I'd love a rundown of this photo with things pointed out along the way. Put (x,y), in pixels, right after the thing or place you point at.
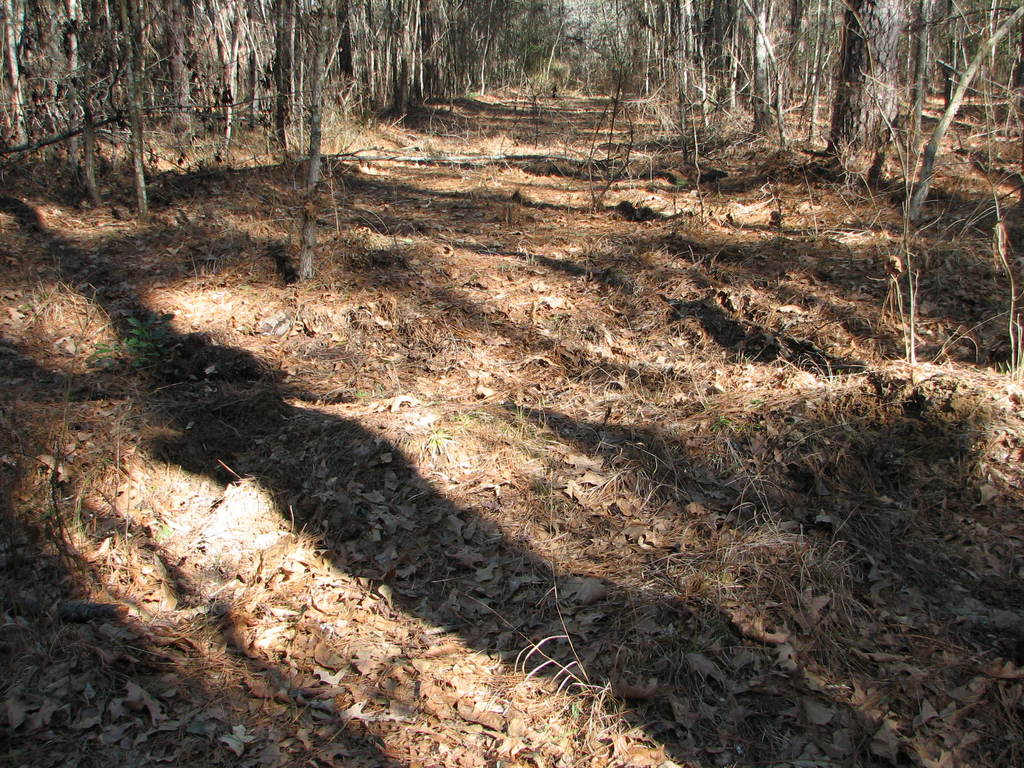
This is a forest area (268,221). We can see dried leaves (216,345) on the ground (456,286). We can see trees (885,50) and tree trunks (885,43).
